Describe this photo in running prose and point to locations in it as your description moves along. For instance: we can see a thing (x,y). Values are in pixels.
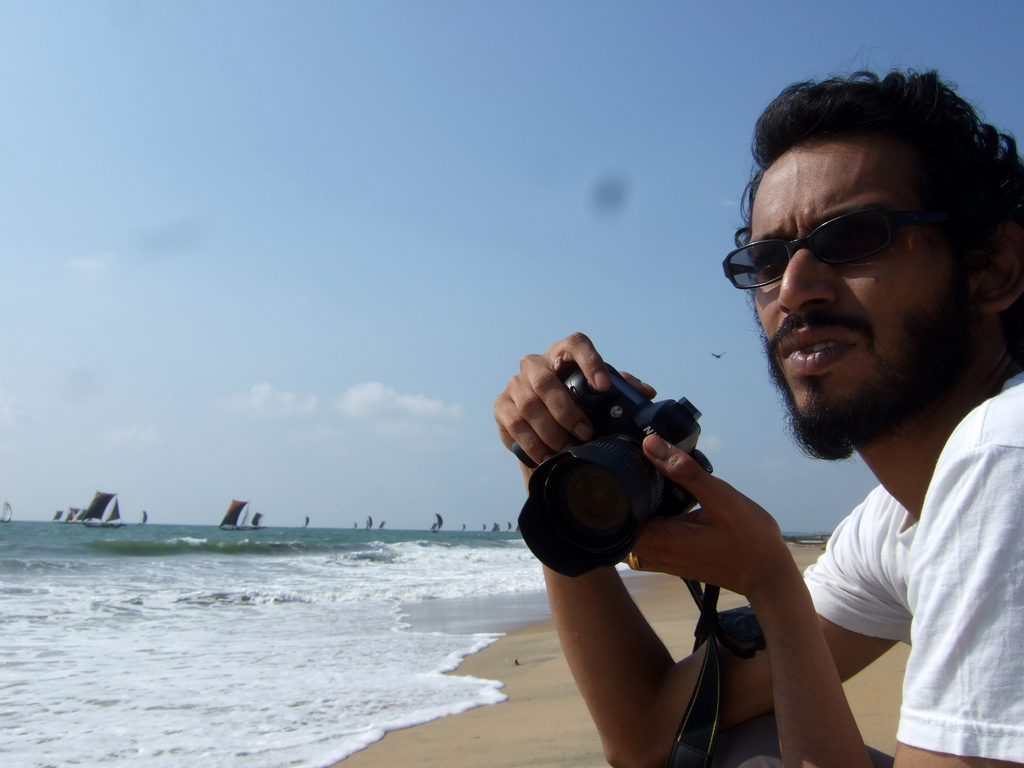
In the image we can see a man (920,599) wearing clothes (911,624) and spectacles (840,234), and he is holding a camera (575,510) in his hand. This is a sand (518,758), water (387,664), boats (94,522) in the water (42,647) and pale blue sky (299,390).
